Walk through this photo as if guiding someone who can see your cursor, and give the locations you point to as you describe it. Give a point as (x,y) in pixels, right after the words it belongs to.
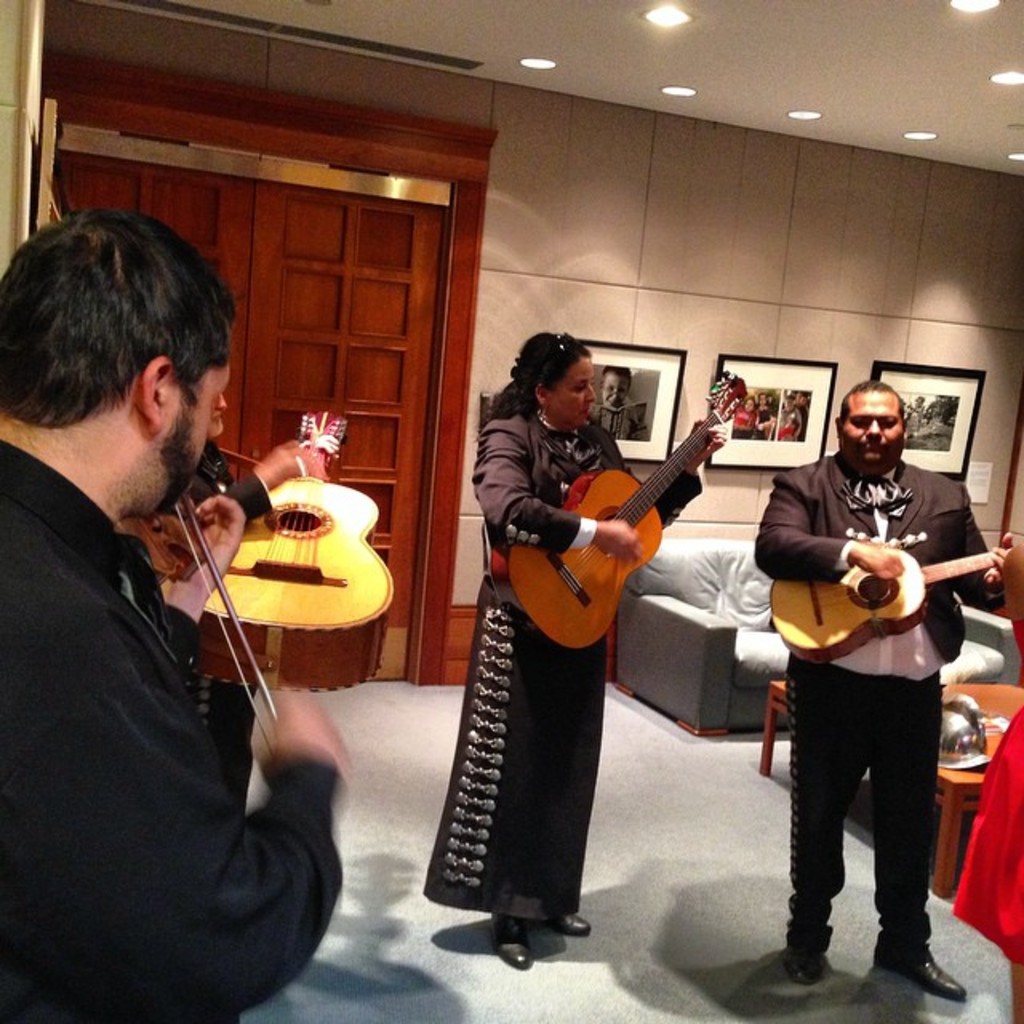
This is the picture inside of the room (766,821). There are people (209,532) in the image. The person (853,541) standing at the right (876,839), the person (525,624) standing at the middle (546,642), the person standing at the left side (252,682) are playing guitars (605,563). The person (192,596) standing in the front (193,933) is playing violin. At the back (292,287) there is a door (403,441) and there are sofas (770,649). At the top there are lights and there are photo frames (803,394) on the wall (787,201).
